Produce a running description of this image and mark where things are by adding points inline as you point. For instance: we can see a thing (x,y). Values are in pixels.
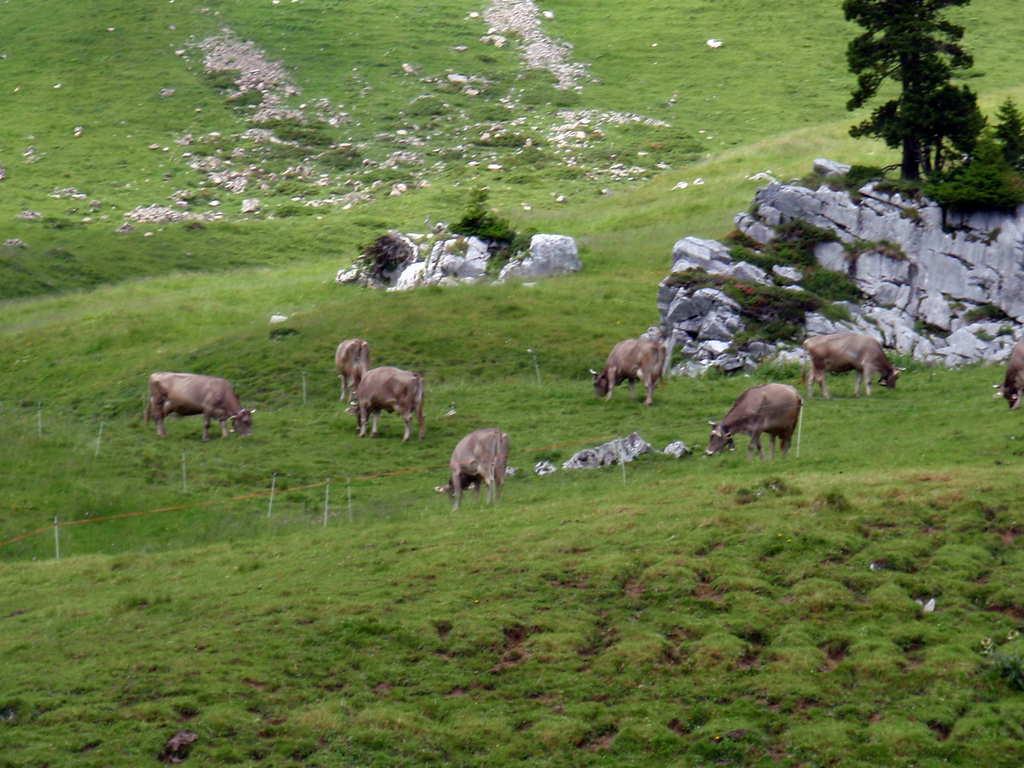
In this picture we can see few animals (820,359) and trees (907,112), and also we can see rocks (765,208) and grass (666,245).
